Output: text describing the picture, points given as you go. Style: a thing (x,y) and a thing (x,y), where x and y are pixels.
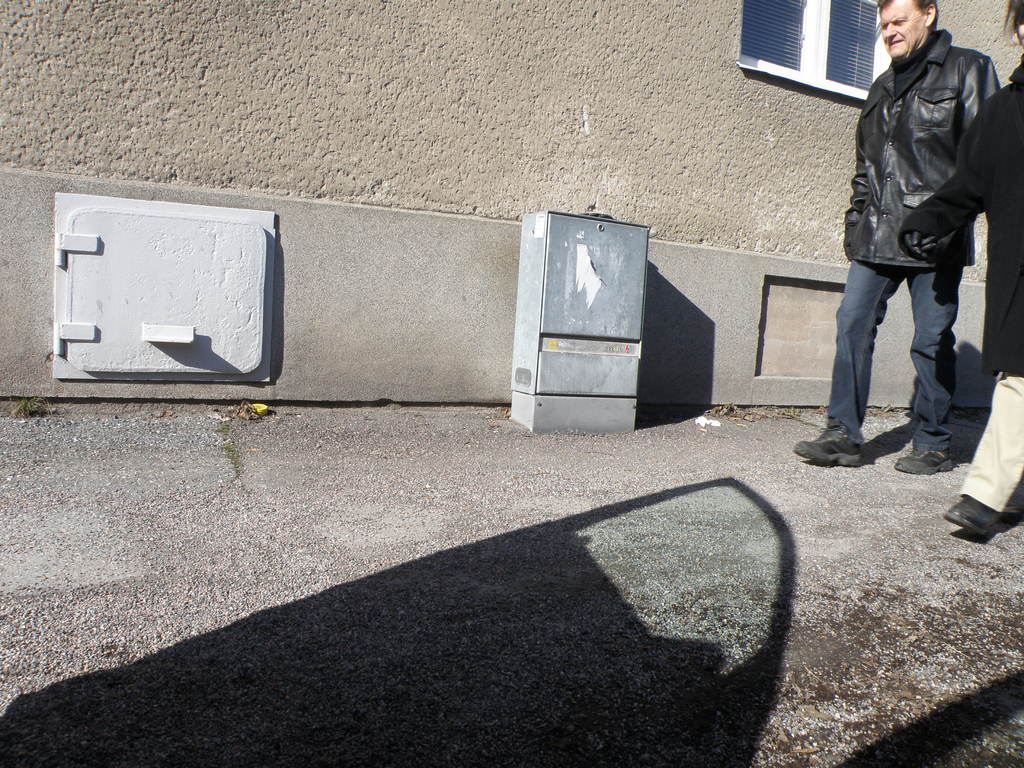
In this picture we can see two persons (992,300) walking on the right side (967,321), in the background (661,150) there is a wall (626,108), we can see a shadow (550,650) of a door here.
